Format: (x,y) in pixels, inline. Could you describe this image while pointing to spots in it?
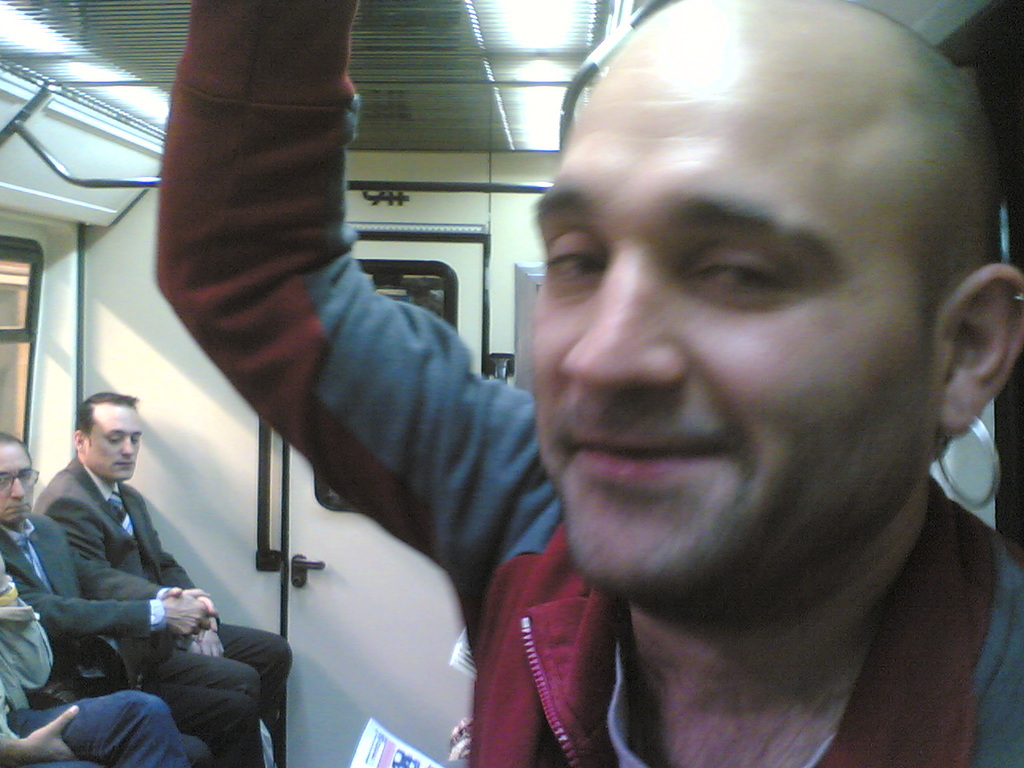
In this image in the front (665,442) there is a man (722,483) smiling. In the background (94,584) on the left side (136,571) there are persons (73,612) sitting, there is a window (36,325) and there is a door (347,548). On the top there are rods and there is an object (389,750) which is white in colour at the bottom (381,750).
